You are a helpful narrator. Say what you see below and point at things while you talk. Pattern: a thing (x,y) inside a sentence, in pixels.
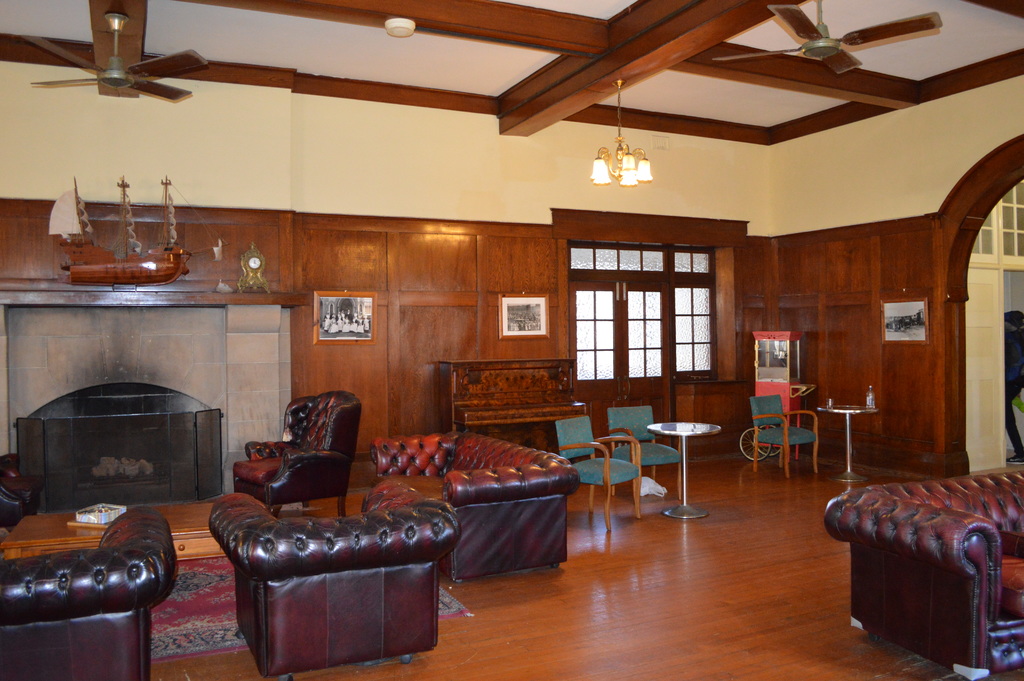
In this image i can see there are few couches (334,476) on the floor (806,505) and few chairs (606,460). On the left of the image (223,304) we have a fan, a fireplace (121,331) and on the right side of the image (713,427) which we have a chandelier (616,161), a table (854,410) and a window (586,330). On the wall (420,360) we have three photos (369,329) on it.
